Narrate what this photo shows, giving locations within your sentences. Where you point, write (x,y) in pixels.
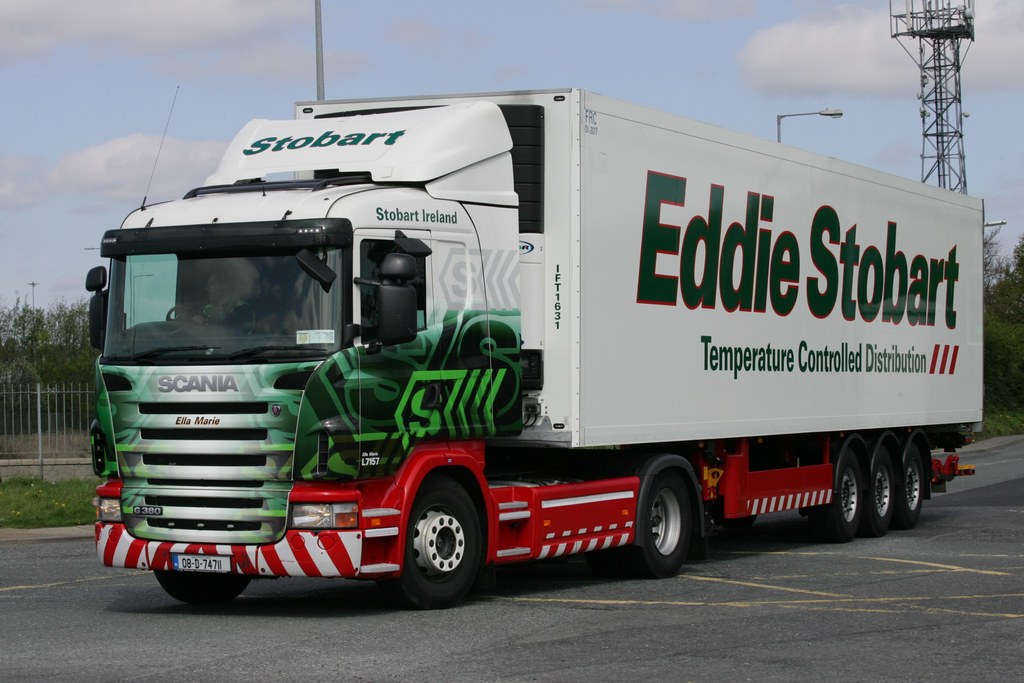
This picture is clicked outside. In the center (630,373) we can see the text (822,317) on a vehicle (181,470). In the background (868,148) we can see the sky (798,100), lamppost (779,128), metal rods (4,443), grass (27,499), plants (26,370), trees (1021,366) and some other objects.
